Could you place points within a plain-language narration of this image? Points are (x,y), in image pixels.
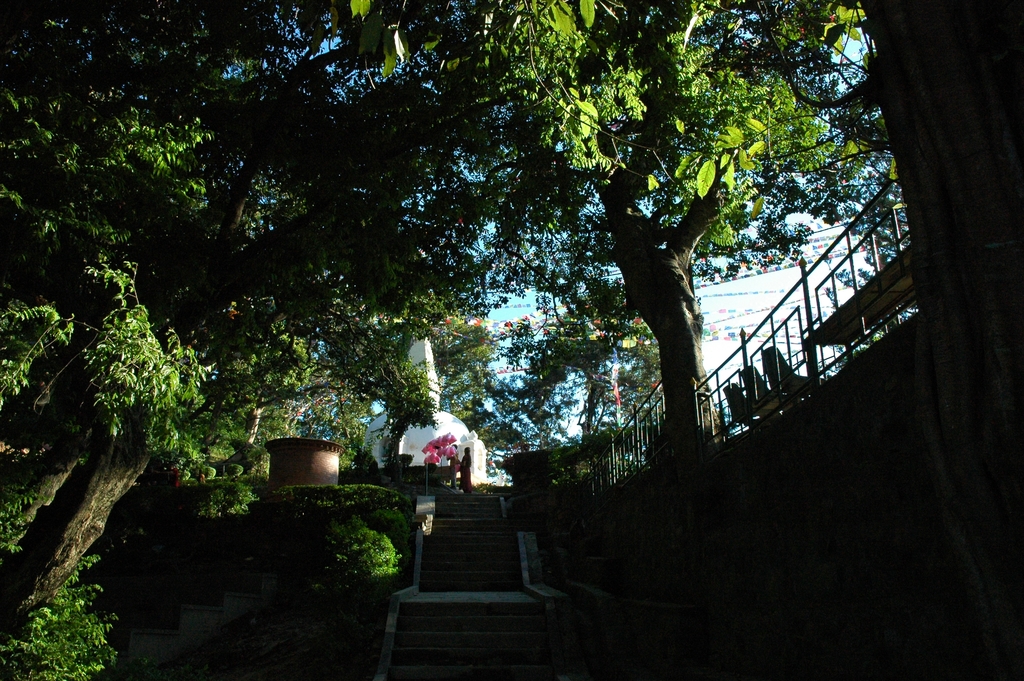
In this picture, there are stairs (527,584) at the bottom (492,569). On the stairs (485,522), there is a woman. Towards the left (105,488), there are trees (356,268). Towards the right (806,479), there is a wall (800,442) with hand-grill (807,296). Beside it, there are chairs (773,376).
